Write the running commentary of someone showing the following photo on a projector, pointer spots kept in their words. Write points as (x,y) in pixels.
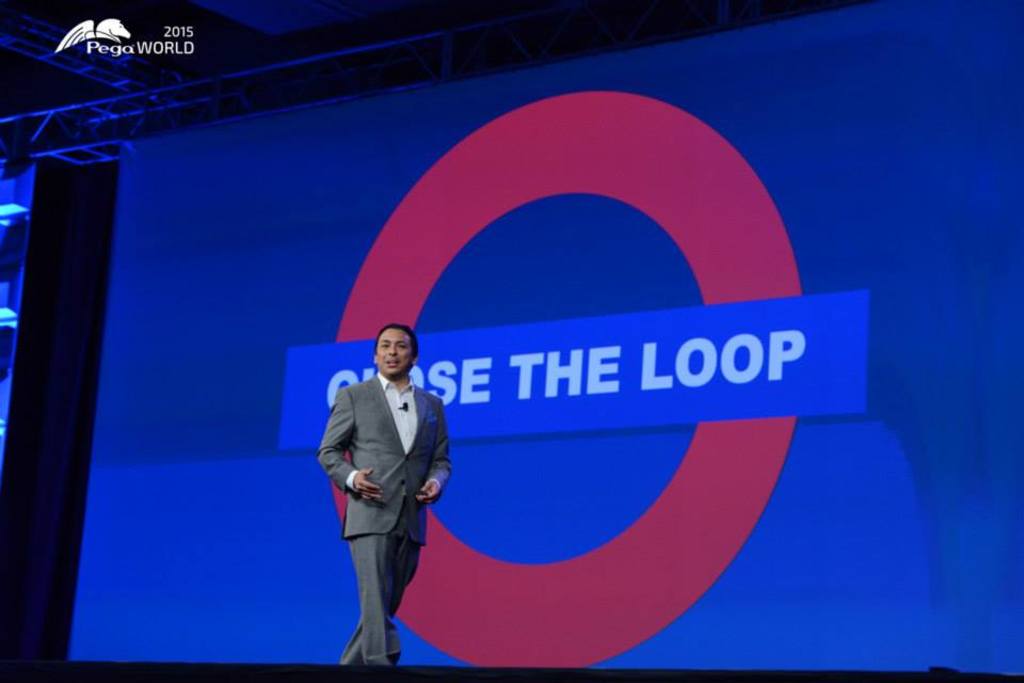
In this image there is a person (441,447) standing, there is a screen (582,136) and a watermark (187,33) on the image.
